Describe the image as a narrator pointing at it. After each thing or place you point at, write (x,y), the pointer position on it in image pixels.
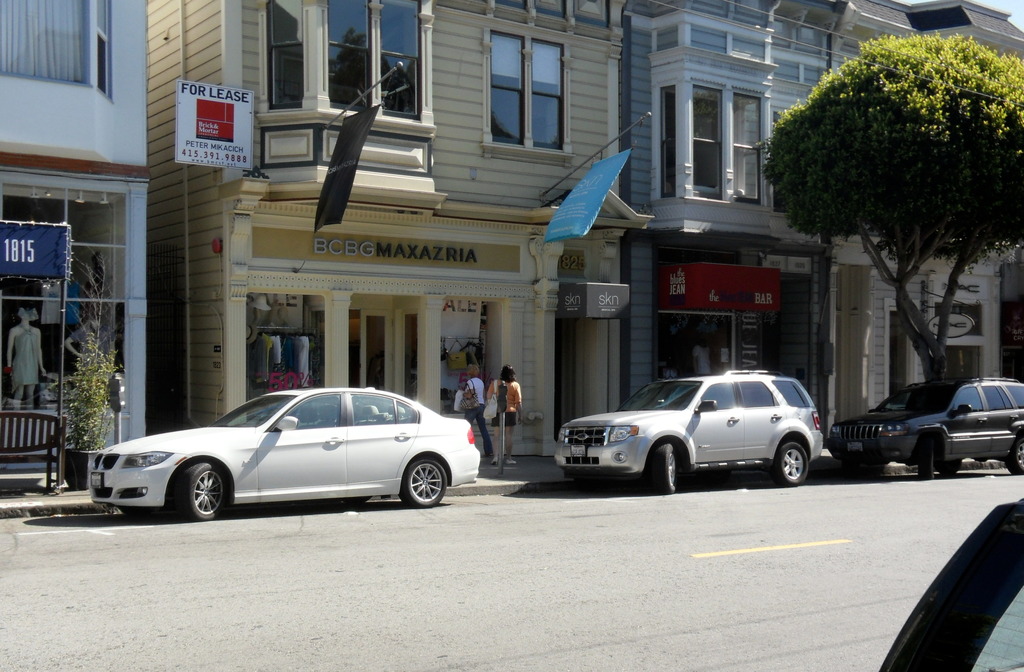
In the middle of the image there are some vehicles (995,537) on the road (1019,478). Behind the vehicles (973,540) few people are standing and holding bags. Behind them there are some buildings (23,111) and plants (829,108) and trees (908,95).
